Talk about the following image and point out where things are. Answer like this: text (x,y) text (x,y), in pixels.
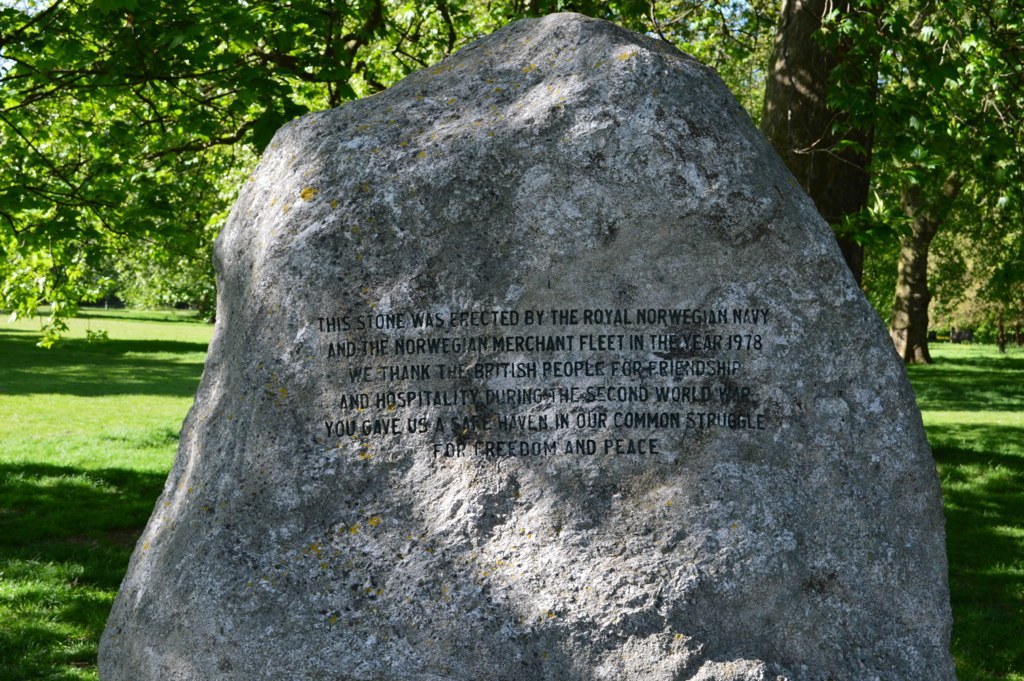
In this image there is a stone (612,413) and there are trees (166,110). At the top (129,129) there are leaves (736,37). At the bottom (34,520) there is grass (45,465) and there is a text (714,313) in the middle of the image (474,321).
